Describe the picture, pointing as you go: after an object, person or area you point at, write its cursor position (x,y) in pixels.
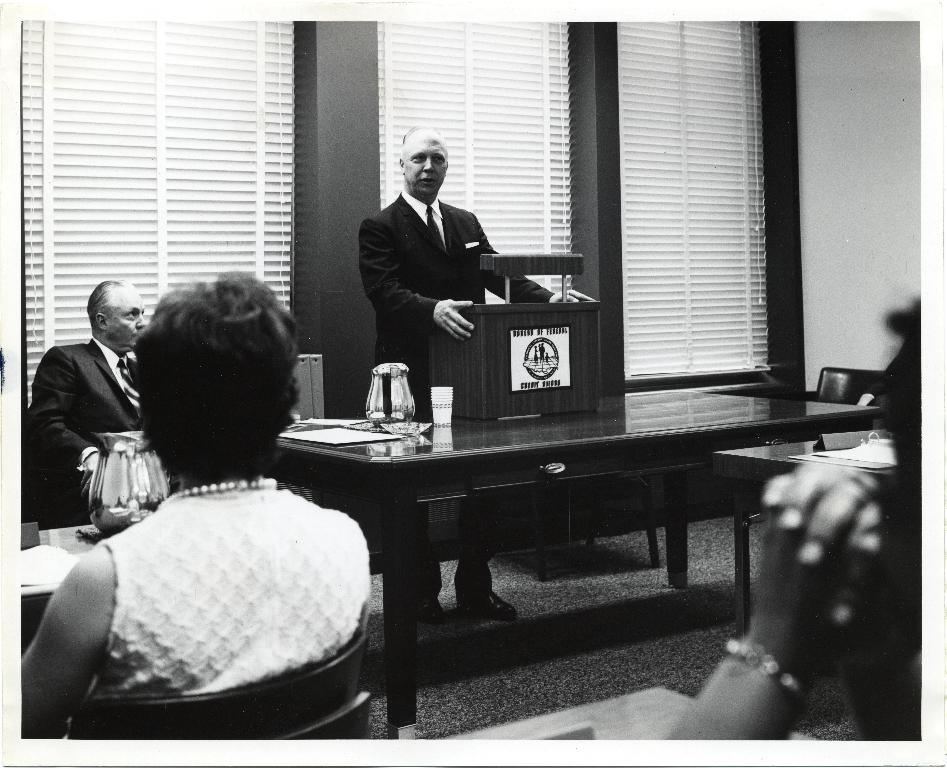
There is a room (337,450). In the center of the person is standing. He is holding a box (522,401). On the left side (231,482) we have two persons (119,367). They both are sitting in a chair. On the right side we have a another person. he is also sitting in a chair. We can see in the background (254,137) there is a curtain (233,155) and pillar (345,190).
